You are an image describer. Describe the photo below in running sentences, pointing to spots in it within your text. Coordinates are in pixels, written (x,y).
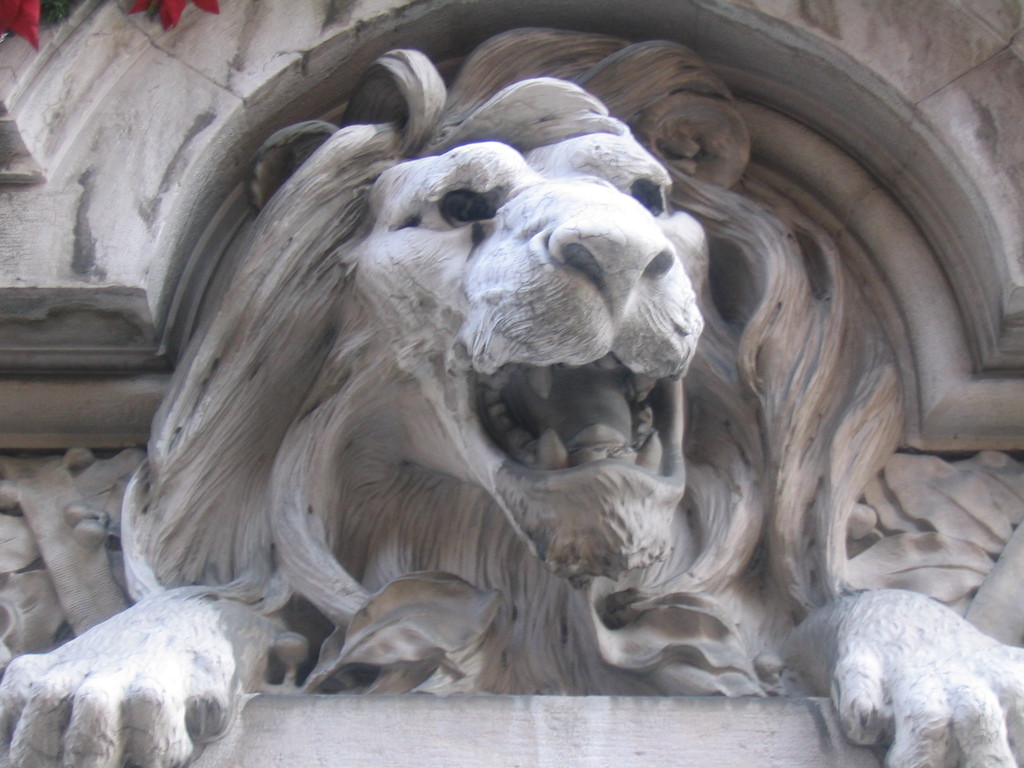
In the picture we can see sculpture (520,392) of a lion (369,362) which is on the wall (199,200).
